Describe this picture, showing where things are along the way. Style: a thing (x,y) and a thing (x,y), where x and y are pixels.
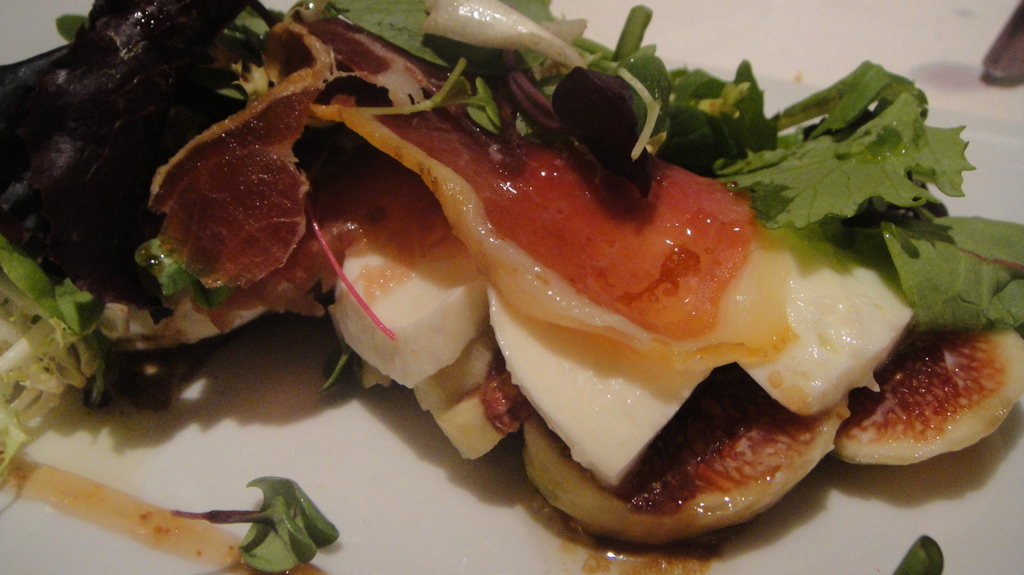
In this image, we can see some food (745,445) and eatable things (640,409) on the white surface (924,528).
